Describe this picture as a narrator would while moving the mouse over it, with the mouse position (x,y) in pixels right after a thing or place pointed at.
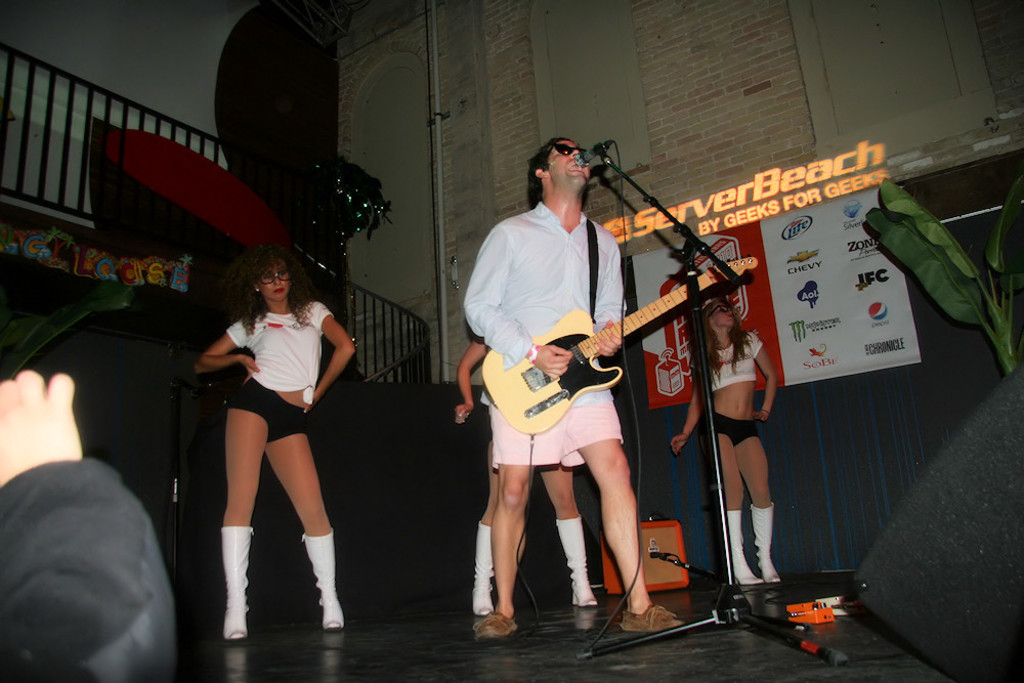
In this image In the middle (572,385) there is a man (569,285) he is playing guitar (637,315) he wear white shirt (568,299), shorts (590,428) and shoes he is singing and there is a mic (594,153) in front of him. On the left (74,544) there is a person (70,542). In the back ground (761,430) there are three girls (728,435) and they are dancing and wall (410,302), plant (943,289) poster (855,269) and text (792,198).
